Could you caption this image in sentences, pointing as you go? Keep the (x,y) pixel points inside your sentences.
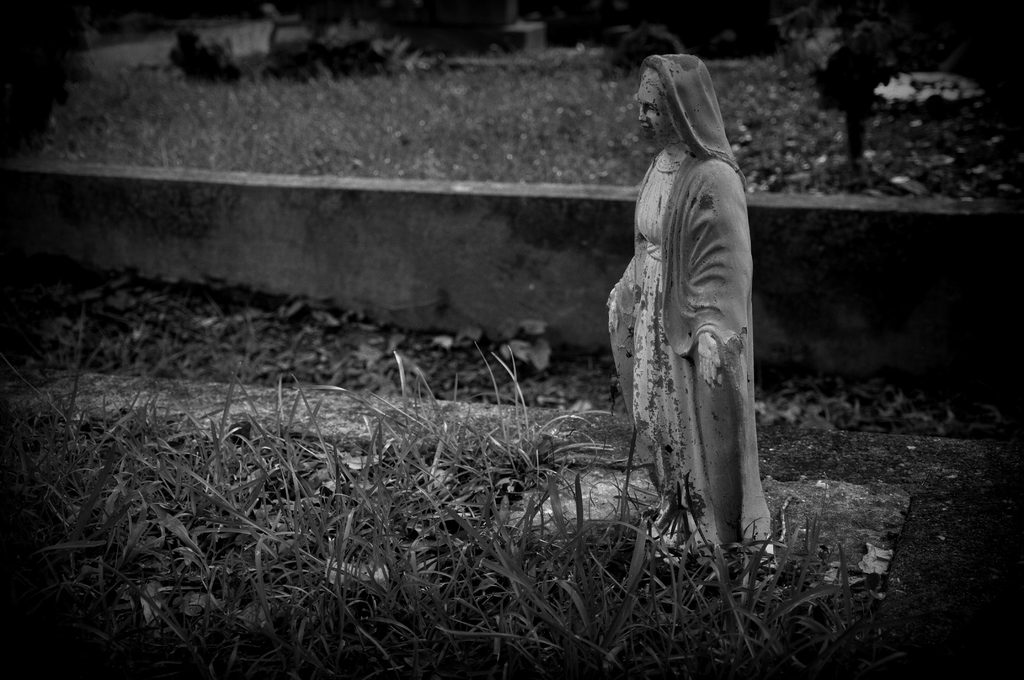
In this image we can see a statue (702,194), wall (460,253) and grass (622,515).
